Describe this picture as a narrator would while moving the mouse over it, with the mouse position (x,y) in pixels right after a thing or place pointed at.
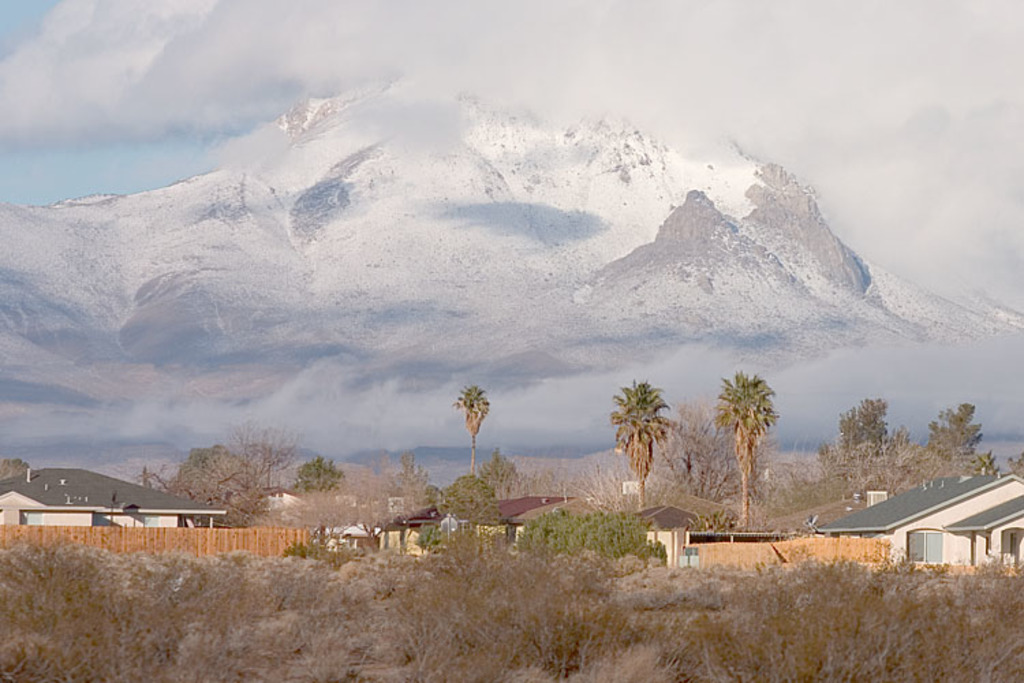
In this picture we can see houses (963,533), trees (863,486), grass (804,612) and snow rock (532,269).
